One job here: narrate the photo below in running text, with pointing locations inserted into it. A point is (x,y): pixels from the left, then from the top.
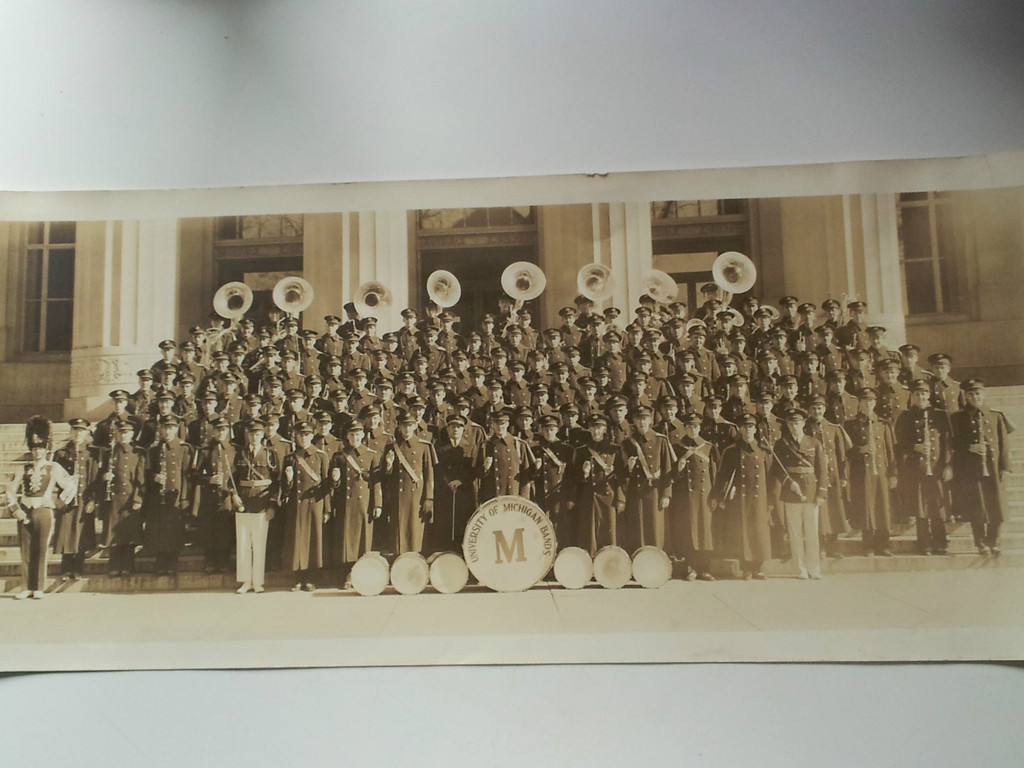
There is a photo in which, there are persons (775,427) in the uniforms (827,475), standing in the rows of the steps (898,491) of a building (767,250). In front of them, there are drums (665,556) arranged on the ground (719,601). In the background (749,259), there are musical instruments (736,285) and there are pillars (156,300) of the building (711,241). Outside this photo, the background (92,76) is white in color.
